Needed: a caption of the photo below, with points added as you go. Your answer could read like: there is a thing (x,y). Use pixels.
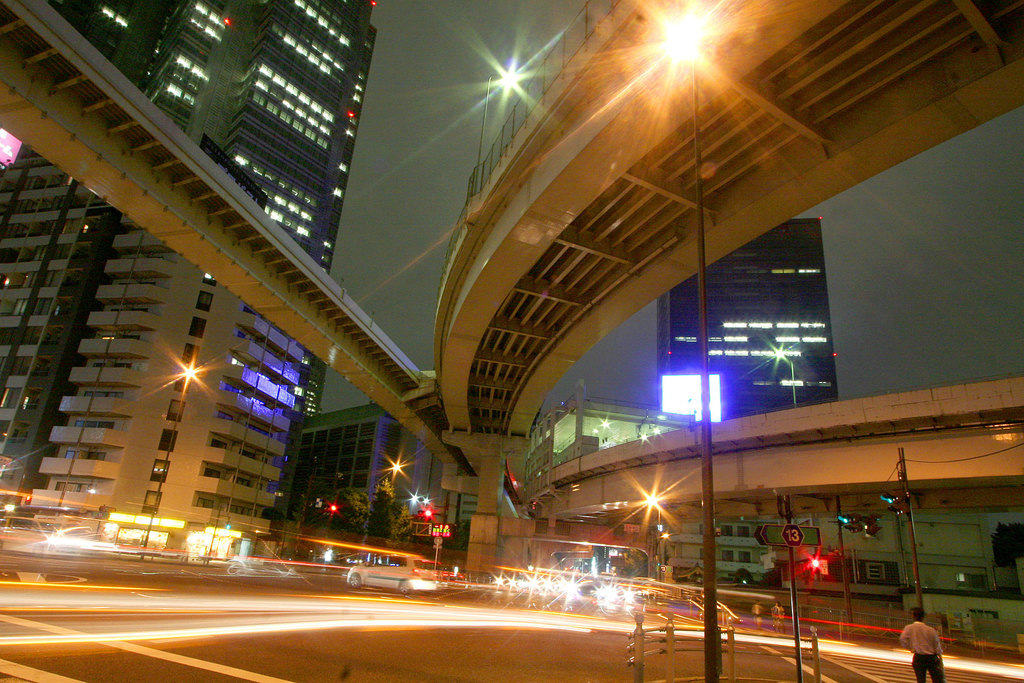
In this picture we can see a car (383,581) on the road (217,601), fence (893,620), person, direction board (798,540), poles (916,563), lights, trees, buildings (931,526), bridges (155,224), some objects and in the background (444,226) we can see the sky (978,267).
